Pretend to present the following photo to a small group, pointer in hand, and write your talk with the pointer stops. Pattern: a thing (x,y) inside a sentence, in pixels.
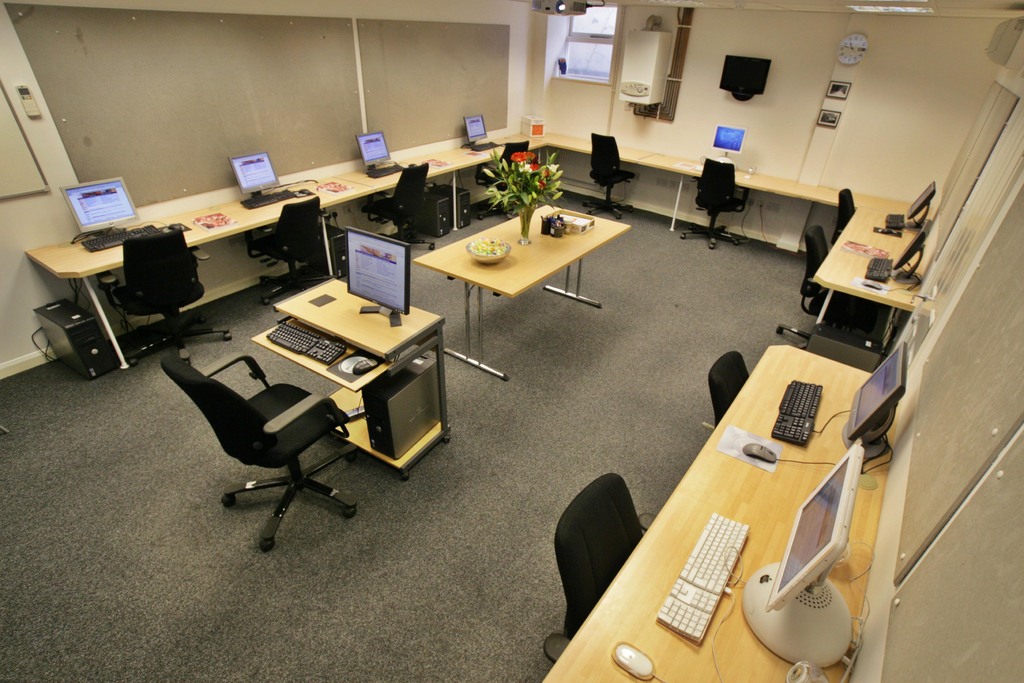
This is the picture of a room (754,362). In this image there are computers (822,625), keyboards (700,621), mouse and papers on the tables (628,630) and there are chairs (225,409) and there is flower vase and bowl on the table (513,297). At the back (646,19) there is a clock (859,47) and there are frames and there is a device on the wall (548,117). At the top (543,1) there are lights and there is a projector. At the bottom (83,465) there CPUs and there is a mat (277,680).
